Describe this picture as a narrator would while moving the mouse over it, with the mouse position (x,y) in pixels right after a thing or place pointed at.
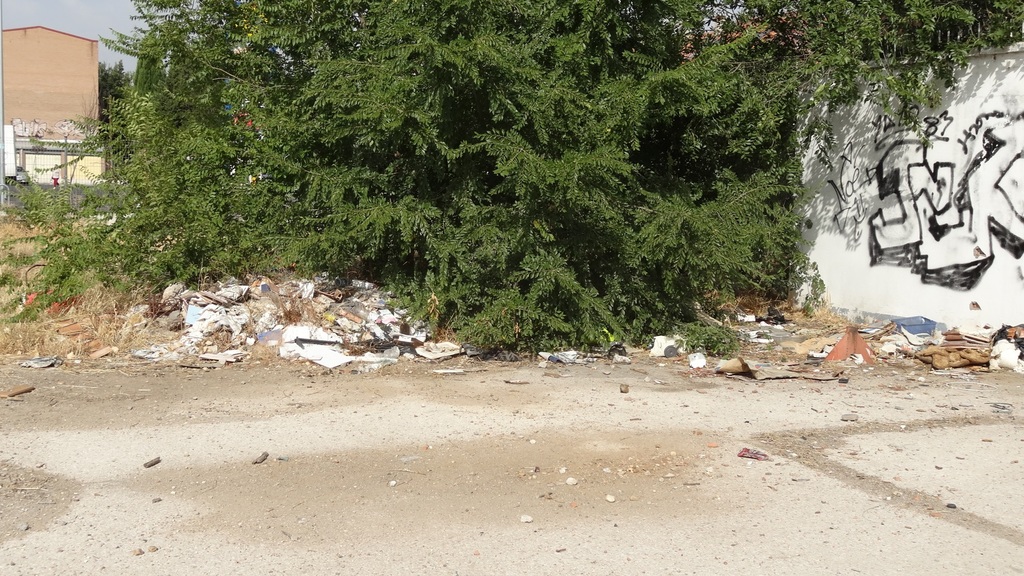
In this image, we can see a green tree (512,21), there is a white color wall (936,173) and we can see the sky (71,14).
